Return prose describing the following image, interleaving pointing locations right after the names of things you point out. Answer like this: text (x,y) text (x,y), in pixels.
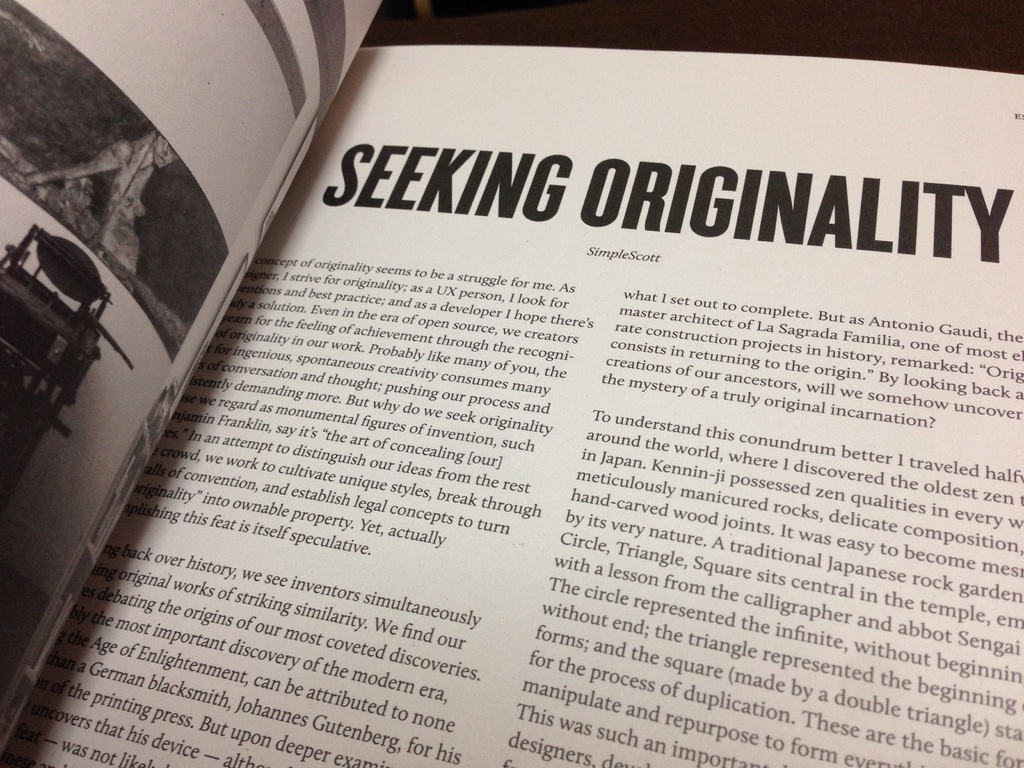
In the picture I can see a book (94,120) which is open. On papers (335,320) I can see black and white pictures (27,360) and something written on it.
